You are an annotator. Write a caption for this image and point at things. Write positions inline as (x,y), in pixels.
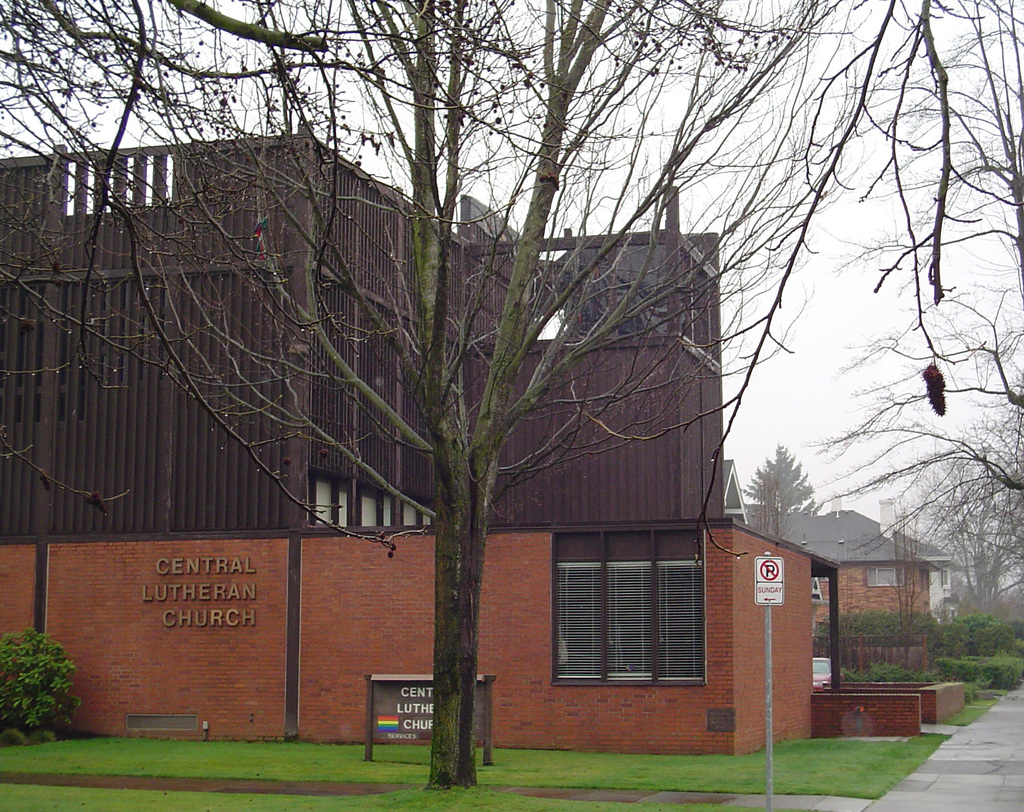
In this image I can see a building (358,598) in brown color, I can also see a window (647,561), trees (1015,670) in green color and I can see a white color board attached to the pole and the sky (621,124) is in white color.
